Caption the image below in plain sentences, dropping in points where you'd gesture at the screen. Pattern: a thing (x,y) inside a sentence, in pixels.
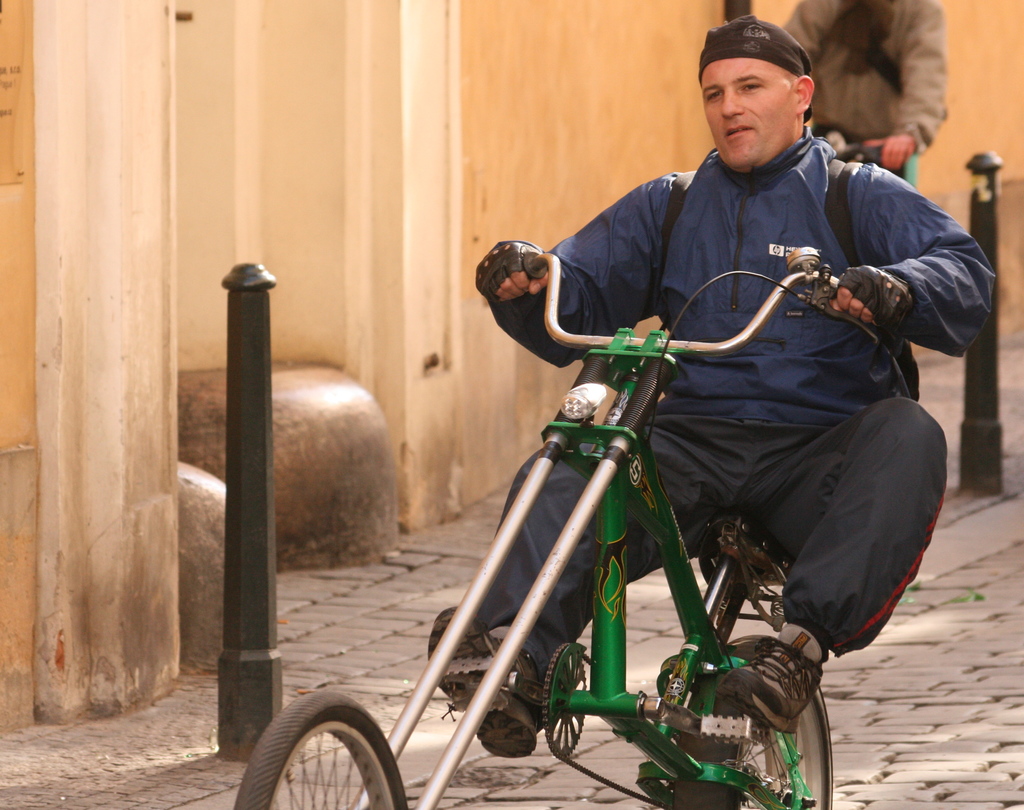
In this picture there is a footpath (978,560) and a man (550,513) is riding a cycle (541,610) on the footpath (331,635) he is wearing a blue color dress (766,232) and a bag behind this person (767,183) there is also another person (874,111) who is riding the cycle (838,134) in the background (565,176) there is a wall (344,189) and iron poles (235,496) on the footpath (174,710).
